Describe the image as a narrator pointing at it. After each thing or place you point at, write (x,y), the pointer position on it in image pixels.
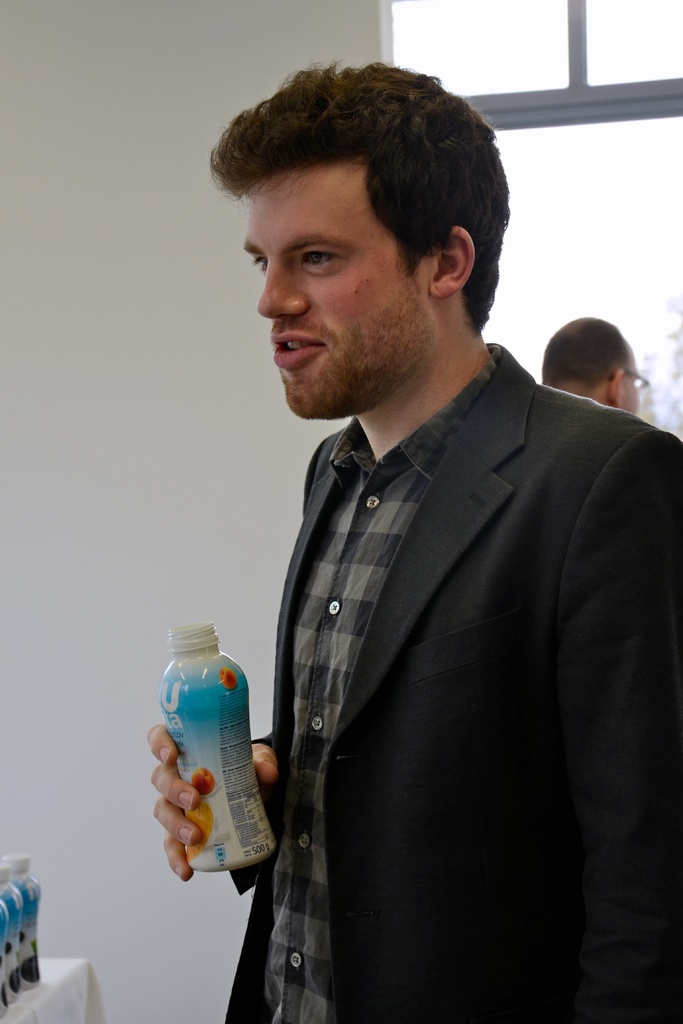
A man (305,885) is holding bottle (216,789) in his hand (187,830). Behind him there is a window (655,367) and a person (606,393).
